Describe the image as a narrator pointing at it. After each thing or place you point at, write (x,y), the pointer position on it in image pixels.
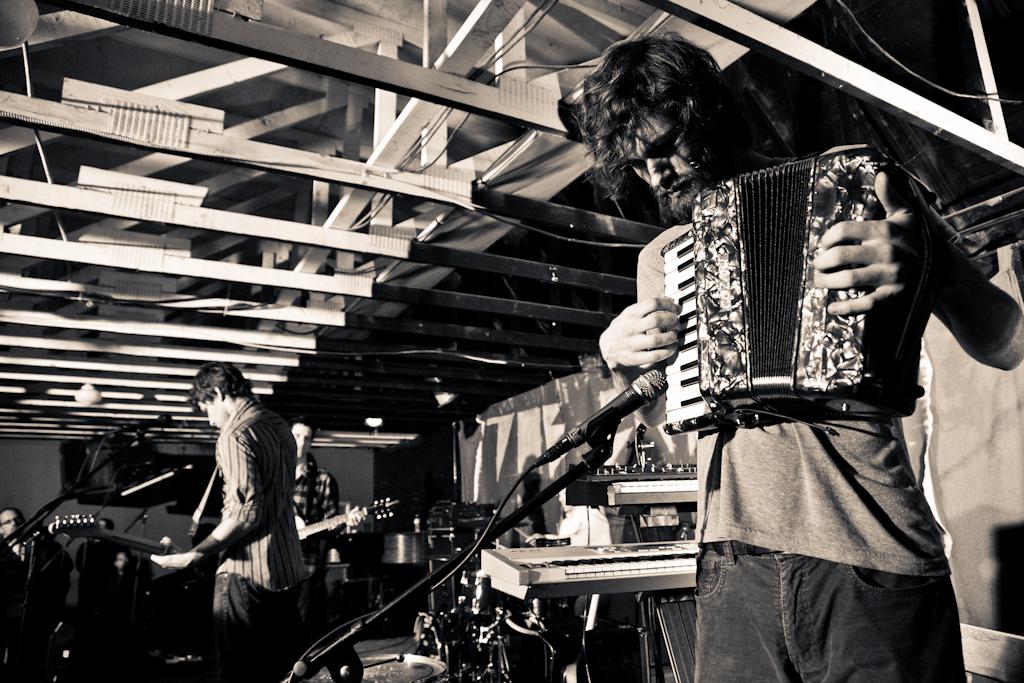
In this image there are people (244,556) holding the musical instruments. In front of them there are mikes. Around them there are some musical instruments (501,622). On top of the image (570,50) there is a roof top (274,192) supported by beams (357,191). In the background of the image (366,482) there is a wall (422,470).
